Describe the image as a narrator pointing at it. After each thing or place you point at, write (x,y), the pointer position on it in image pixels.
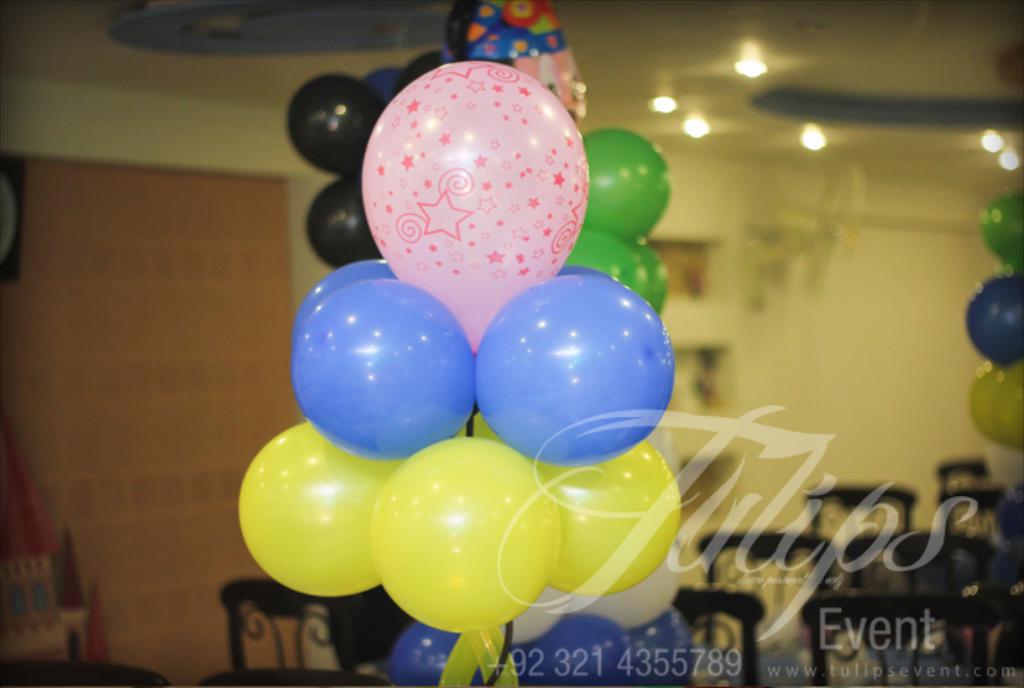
In the center of the image (361,284) there are balloons (495,561). In the background of the image (764,381) there is wall (868,329). There are chairs (703,604). At the top of the image (717,19) there is ceiling (729,37) with lights (656,100). There is a watermark (789,488) to the right side of the image (823,642).
